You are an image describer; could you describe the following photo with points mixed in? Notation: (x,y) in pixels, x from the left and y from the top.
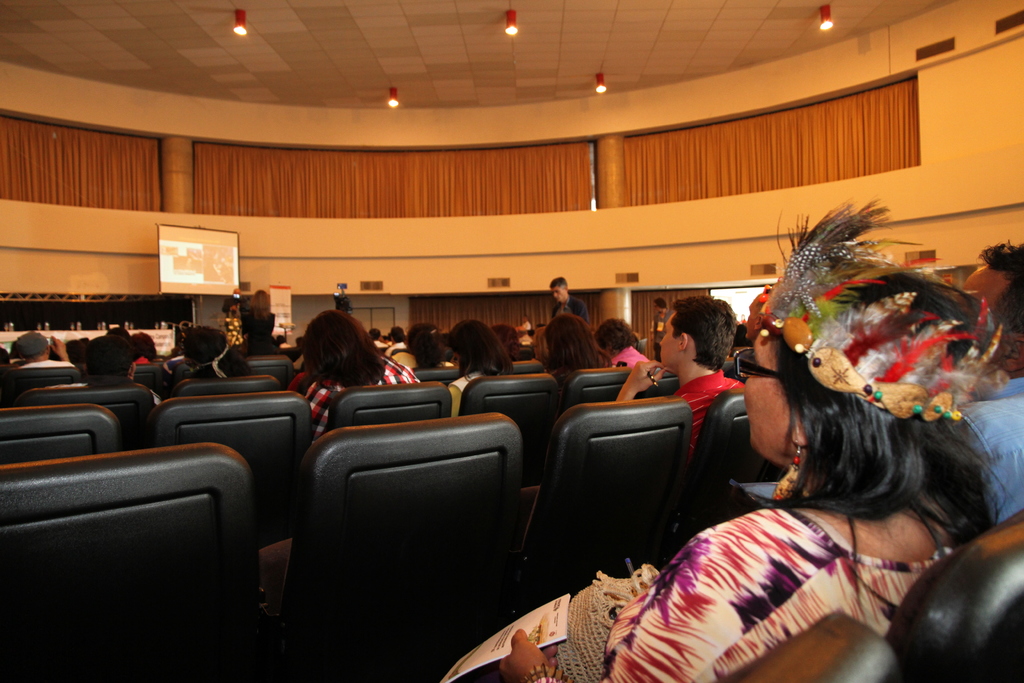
In this image I can see people (572,345) are sitting on chairs (513,499). In the background (513,315) I can see a projector screen (168,249), curtains (296,198) and lights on the ceiling (385,101).
